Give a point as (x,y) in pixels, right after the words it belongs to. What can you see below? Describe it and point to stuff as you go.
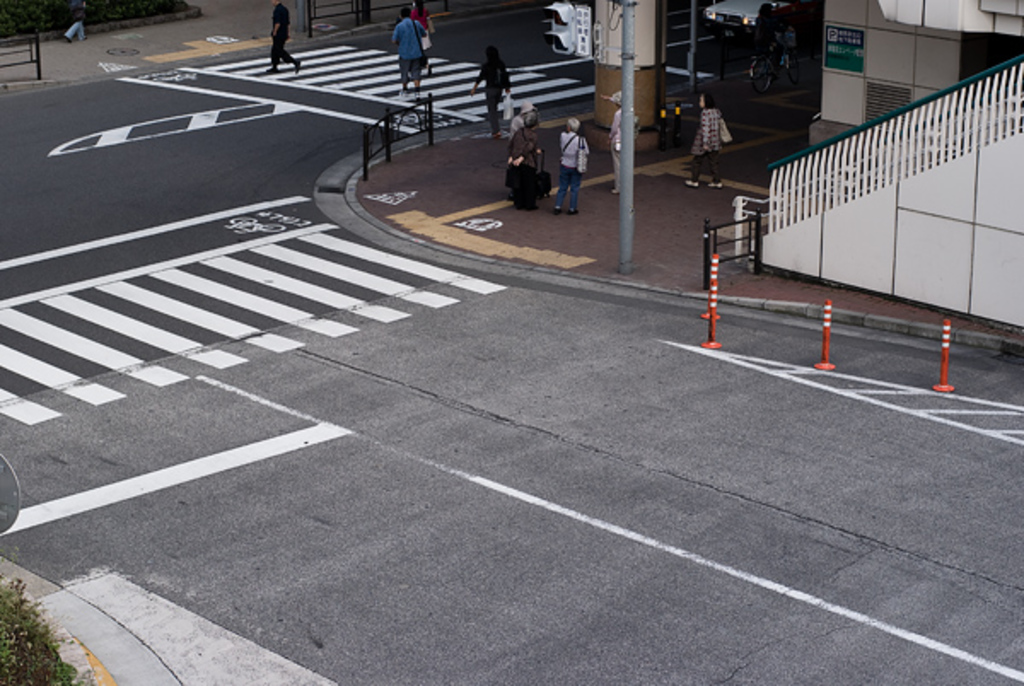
In this picture there is a road (185,340) and there are few persons (412,70) walking on zebra crossing (390,54) and there is a pole (630,118) which has traffic signals (561,14) attached to it and there are few persons (583,140) standing beside the pole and there is a staircase (907,139) in the right corner (933,137).
